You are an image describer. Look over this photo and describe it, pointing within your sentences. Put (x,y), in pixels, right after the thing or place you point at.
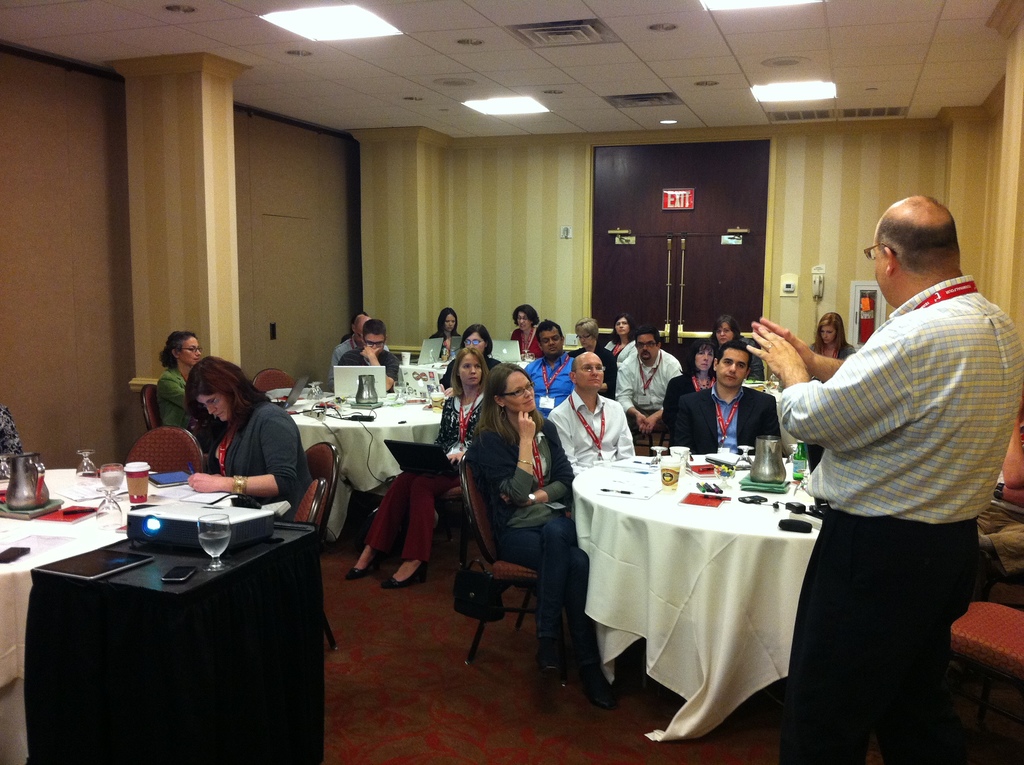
There are many people (508,423) sitting around a table (662,494) in their chairs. Some of them are placing laptops (381,386) in front of them on the tables (340,406). There is a projector (177,524) here on the table (211,581). In front of a projector (182,507) there is a glass (210,544), mobile (190,569), tablet (111,567) here. One guy (911,389) who is standing is talking to the people (642,363) was sitting in front of the tables (340,423). In a background (681,256) there is a door (667,250) and a wall (519,243) here.
